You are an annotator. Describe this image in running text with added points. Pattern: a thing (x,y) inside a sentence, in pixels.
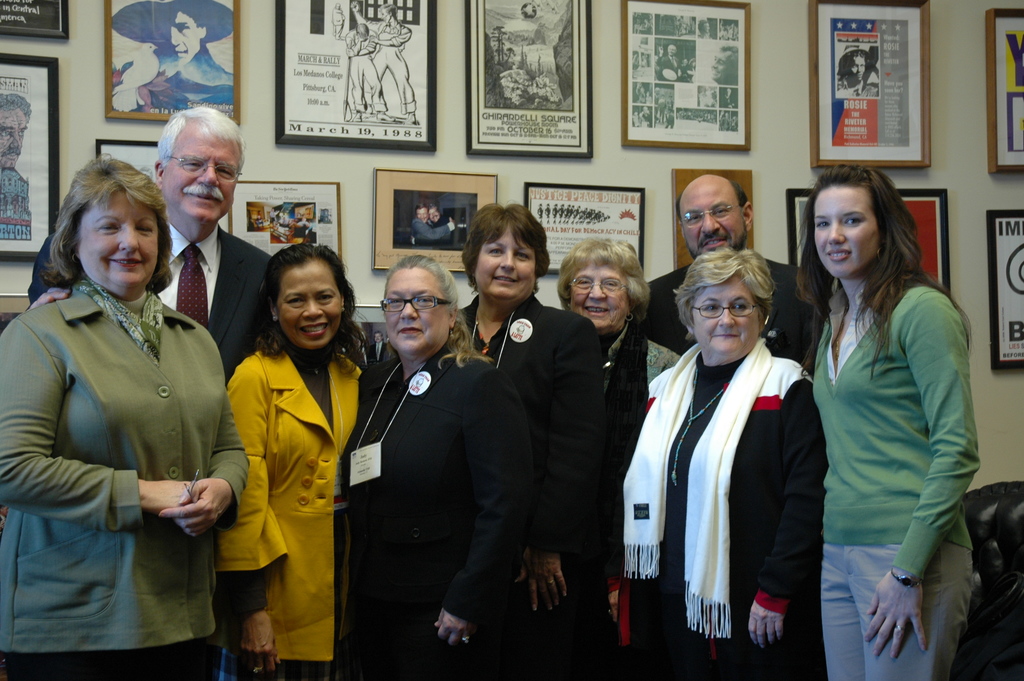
In this picture we can observe some people (505,322) standing. There were men (230,330) and women (630,292) in this picture. All of them were smiling. We can observe some photo frames (491,107) fixed to the wall (81,61) in the background (207,96). The wall (609,120) is in white color.
